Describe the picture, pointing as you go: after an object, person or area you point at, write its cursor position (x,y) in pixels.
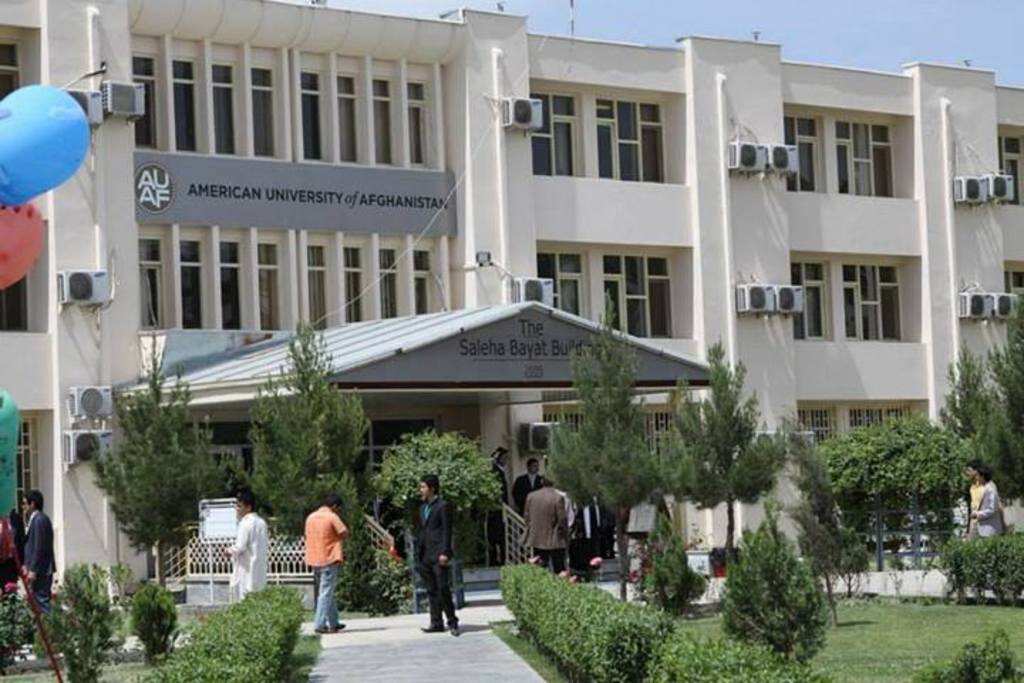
In this picture we can see people (431,609) on the ground (471,611), here we can see plants (263,604), trees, fence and in the background (1018,17) we can see a building (668,387), balloons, air conditioners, sky (1001,22).
